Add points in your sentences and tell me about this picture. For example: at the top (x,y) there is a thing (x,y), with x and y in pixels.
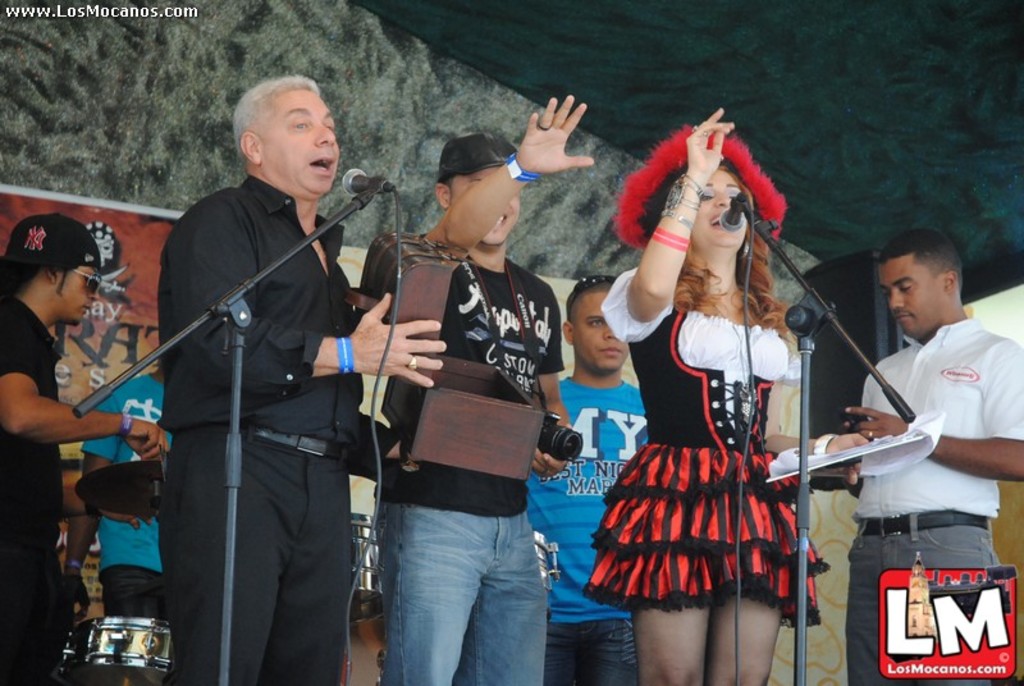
There are group of people (411,360) standing. These are the mikes (732,226), which are attached to the mics stands (801,346). This man (320,295) is holding a wooden box (453,370). I can see a woman (713,267) singing a song and holding a paper (855,452). These are the drums (361,533). This looks like a banner (126,244). I can see the watermarks (58,12) on the image.
